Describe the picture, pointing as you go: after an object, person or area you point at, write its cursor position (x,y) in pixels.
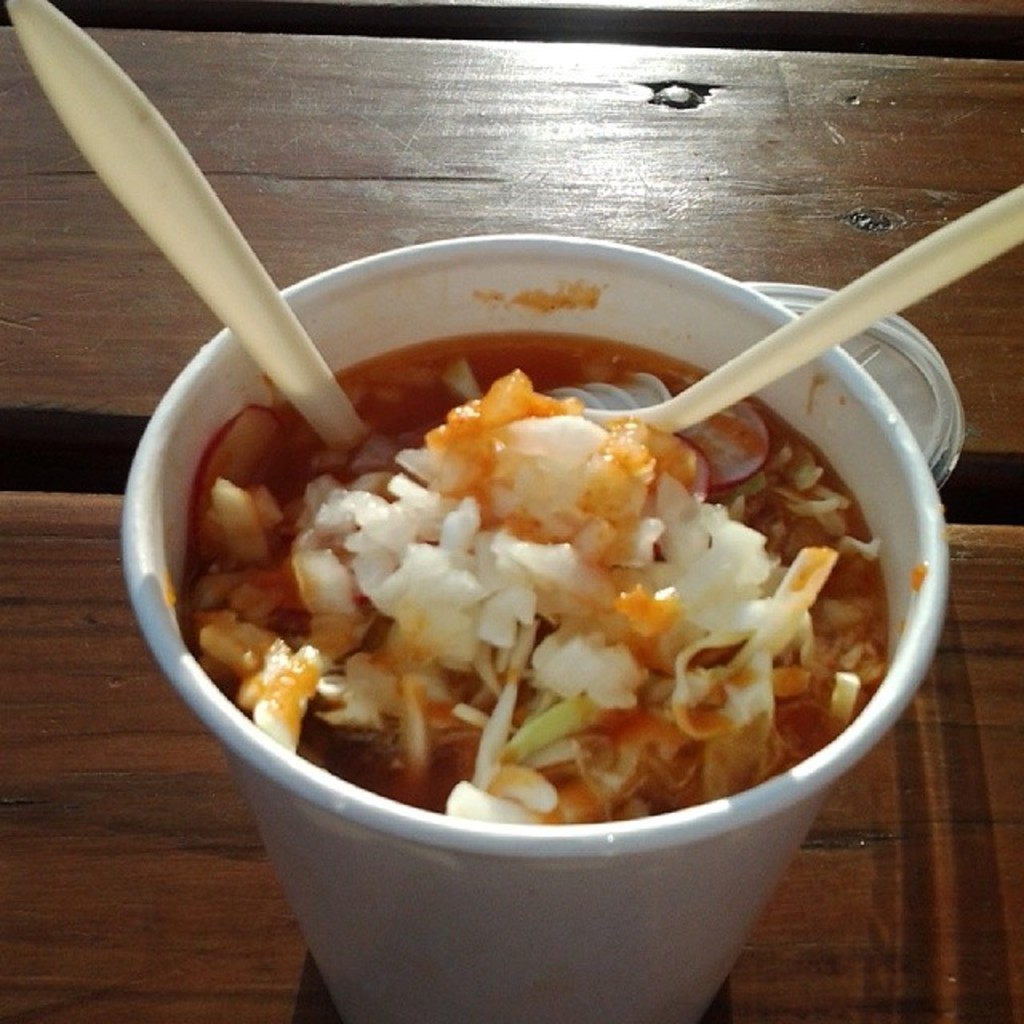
In this image in front (717,665) there is a food item (516,537) in a cup (317,855). There are two spoons (900,297). There is a lid (919,415) on the table (121,903).
